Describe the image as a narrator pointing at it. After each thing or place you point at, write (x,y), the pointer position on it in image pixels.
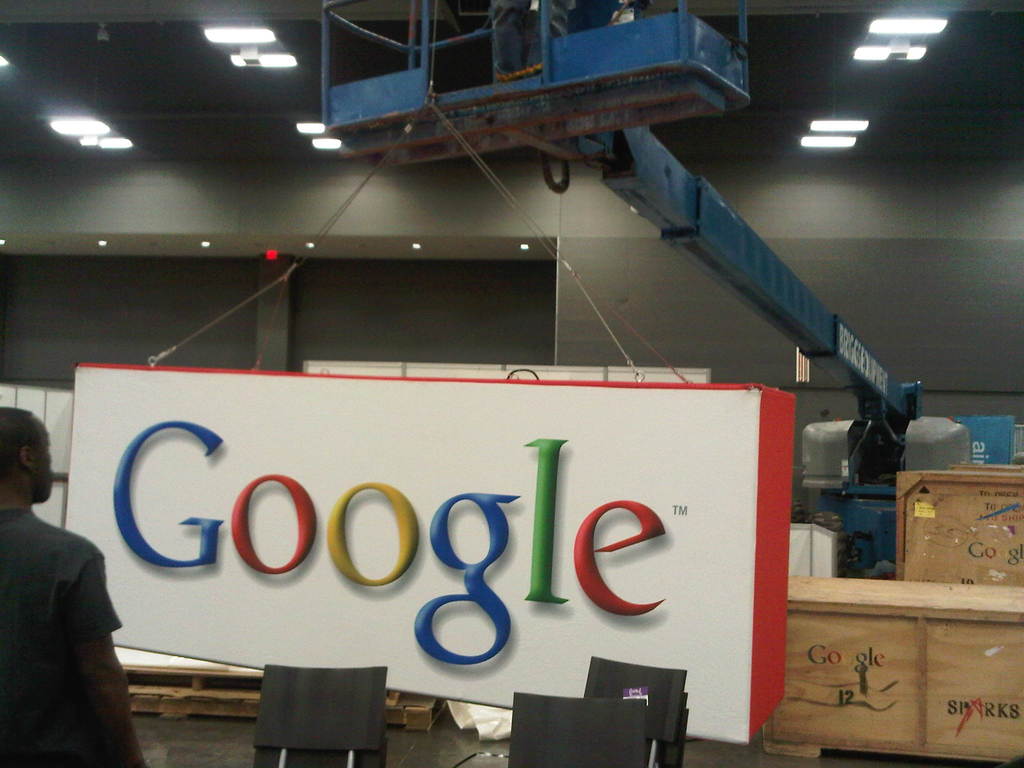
In the image we can see there is a person (56,566) who is standing, in front of him there is a banner (354,484) on which its written "Google" and there are chairs (626,691) and boxes (912,664) kept on the floor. On the top (854,139) there are lighting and there is crane (683,27) holding the banner (437,515).
